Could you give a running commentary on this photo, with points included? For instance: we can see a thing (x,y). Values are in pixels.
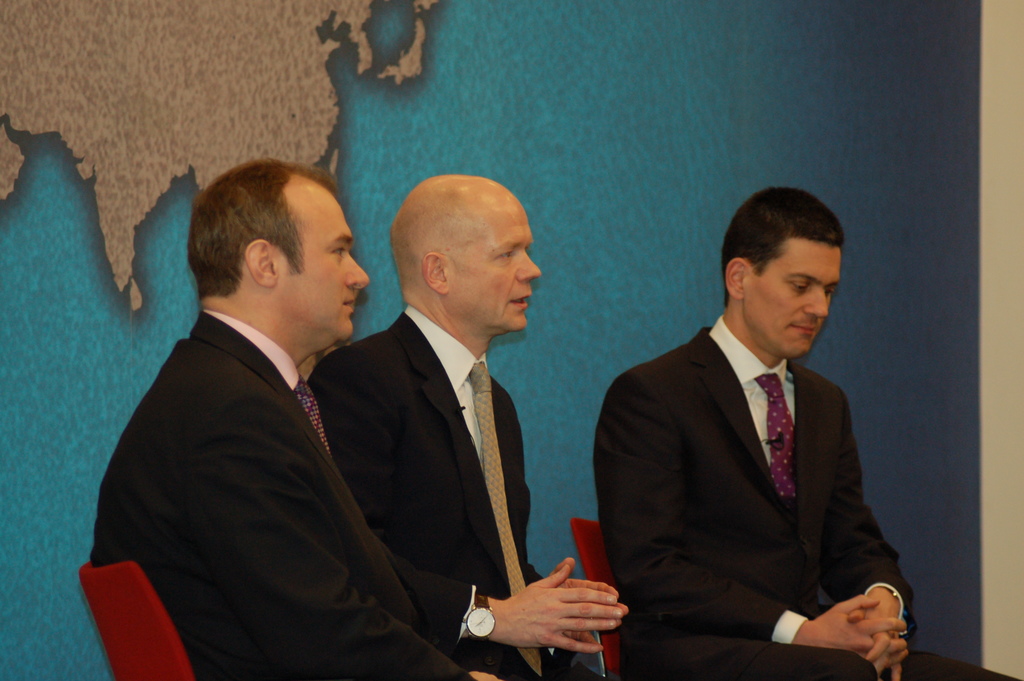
In this image we can see there are three persons (406,468) sitting on the chair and looking to the right side of the image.
